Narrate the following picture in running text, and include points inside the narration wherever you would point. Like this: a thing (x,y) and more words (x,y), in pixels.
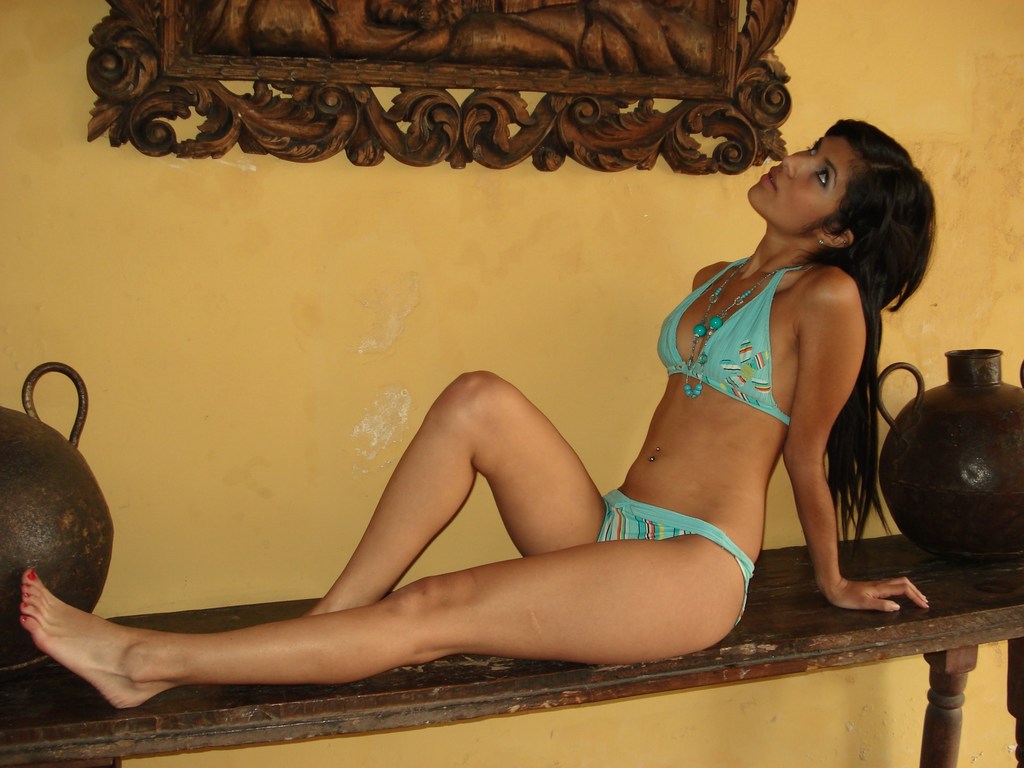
In this image I can see a person (574,472) sitting on the bench (329,692). The person (622,544) is wearing green dress (616,528) and the bench (347,692) is in brown color. Background (264,302) I can see a frame (285,101) attached to the wall (305,242) and the wall (307,288) is in yellow color.
